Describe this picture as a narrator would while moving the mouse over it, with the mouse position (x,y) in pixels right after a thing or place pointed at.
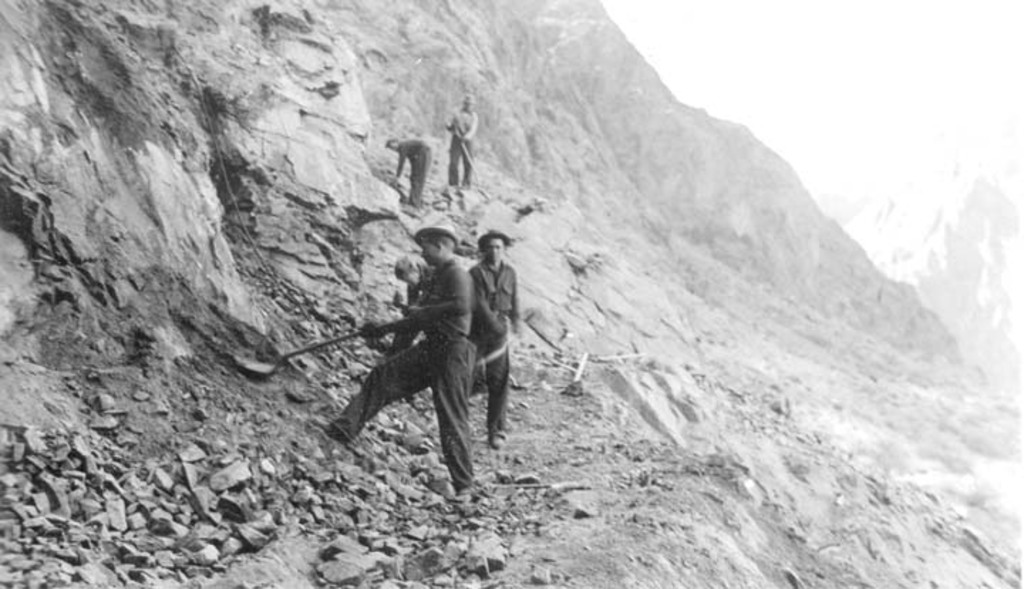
In this image I can see few people (455,297) are standing and in the front (325,343) I can see one of them is holding a spade (266,366). I can also see number of stones (335,564) on the bottom left side (227,433) and I can see this image is black and white in colour.
